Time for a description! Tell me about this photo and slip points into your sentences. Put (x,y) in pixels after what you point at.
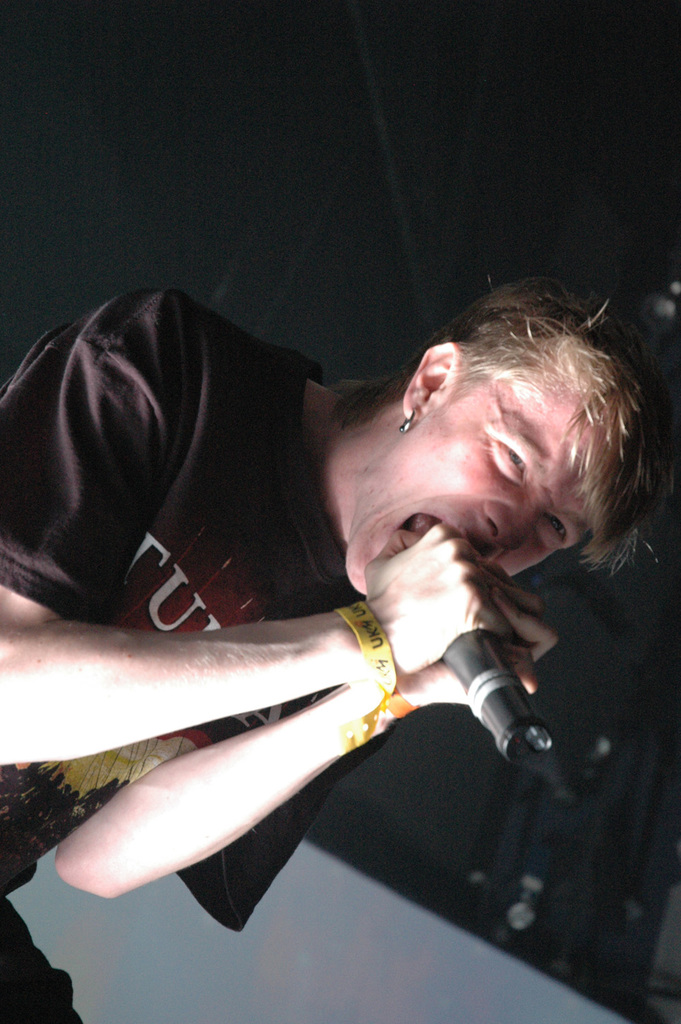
In this image there is a man (226,630) holding a mic (502,654) and singing. In the background (297,242) there is black colour sheet (302,241) and white colour object (309,906).
